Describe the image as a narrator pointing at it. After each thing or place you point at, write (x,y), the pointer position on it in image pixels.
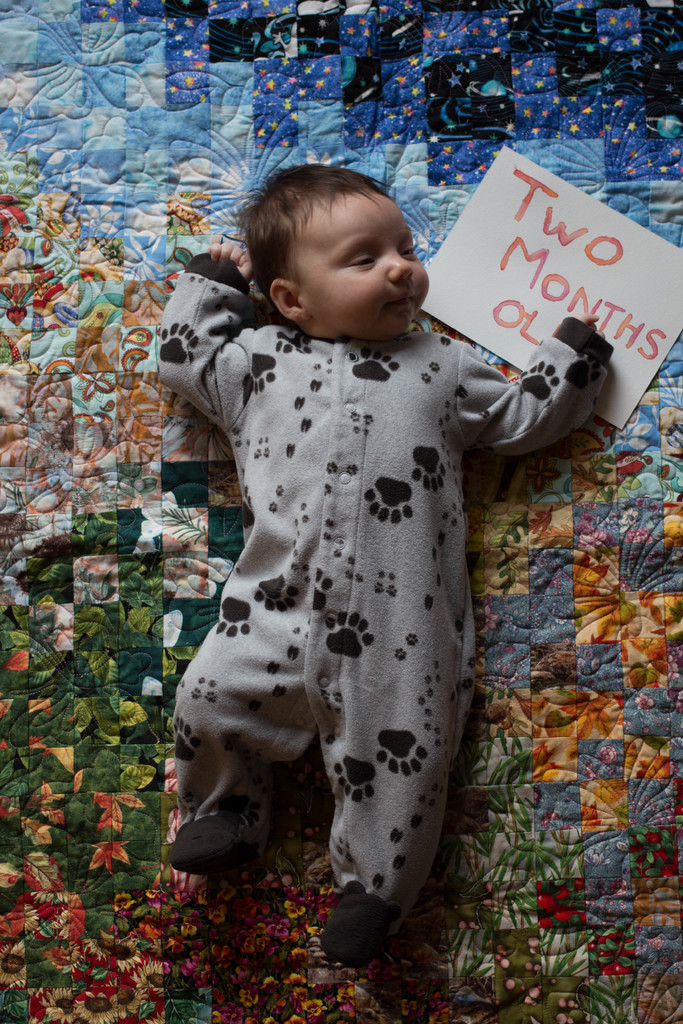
In this picture I can see a baby (294,563) is sleeping. I can also see a paper (535,288) on which something written on it.
